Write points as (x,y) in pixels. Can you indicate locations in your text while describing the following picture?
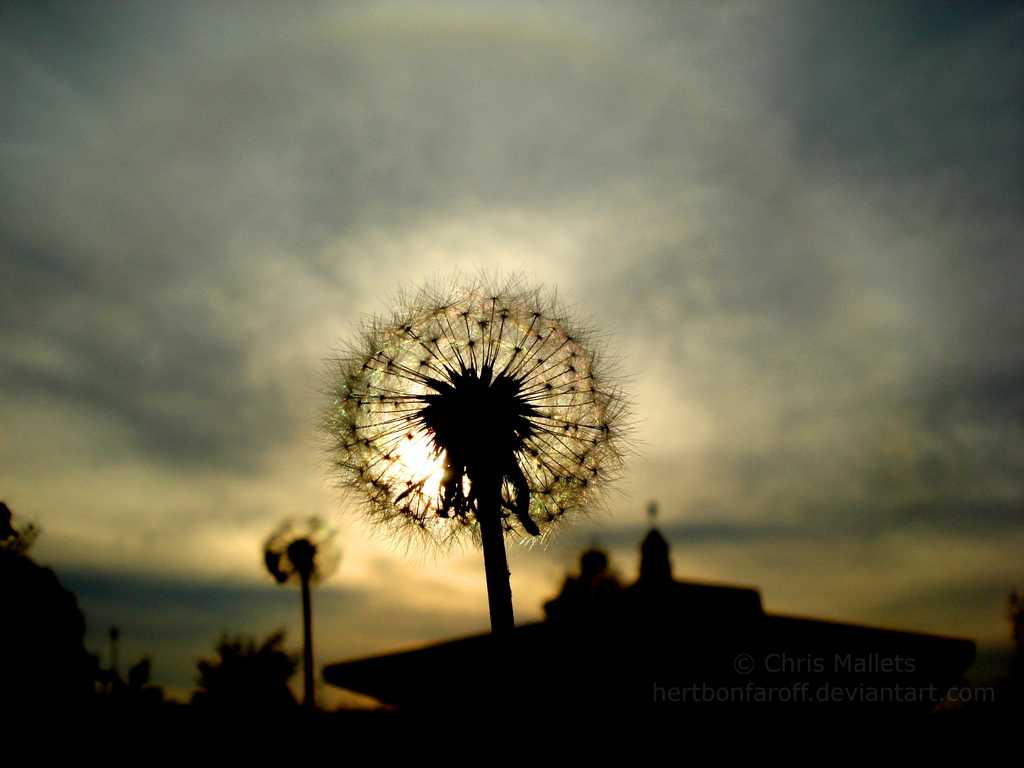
In this image there are flowers (294,566) and the sky (481,615) is cloudy.
